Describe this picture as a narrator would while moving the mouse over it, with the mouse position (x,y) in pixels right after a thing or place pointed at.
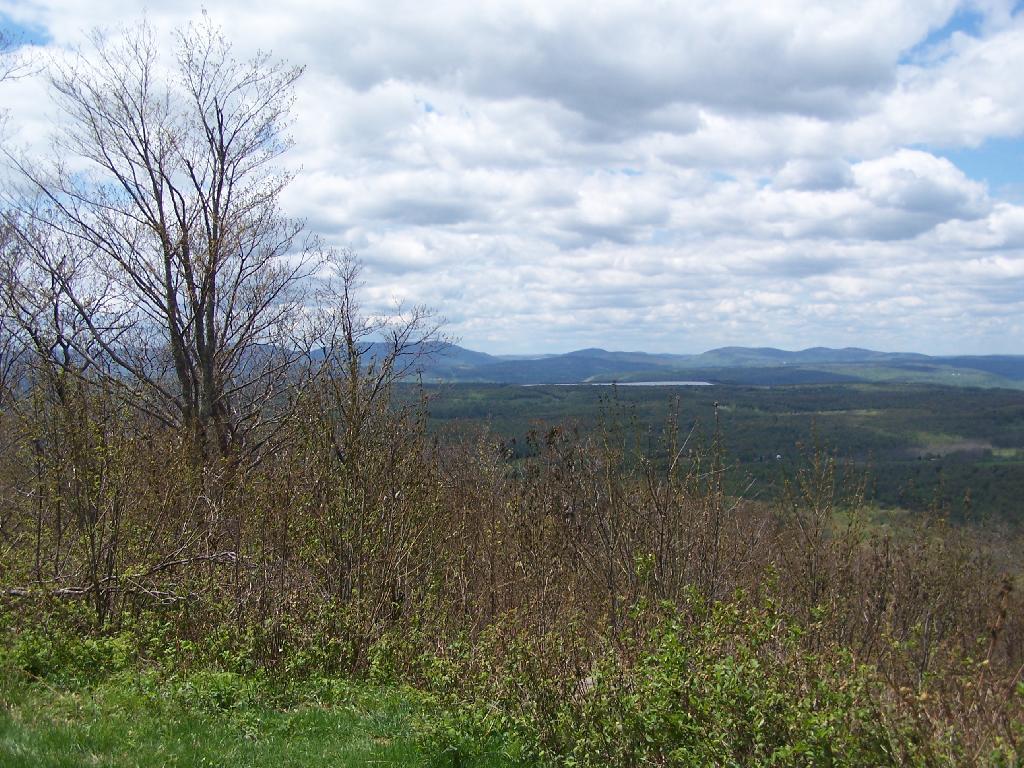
This image consists of grass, plants (427,635), trees (512,405), water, mountains (728,374) and the sky (75,255). This image taken, maybe during a day.
